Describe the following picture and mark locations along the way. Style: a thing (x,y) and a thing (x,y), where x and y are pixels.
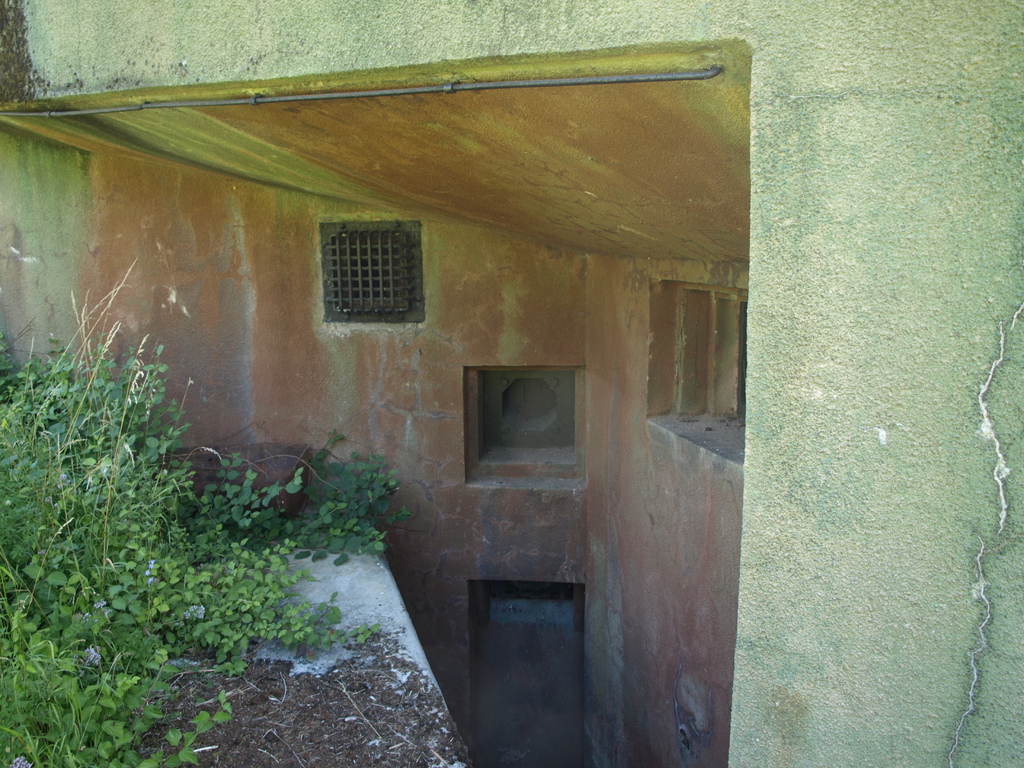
This picture is a outside view of a building (529,378). In this picture we can see the wall (792,137), rod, ventilation (379,285), grilles (413,283), window (686,303). On the left side of the image (119,615) we can see the plants (133,615).
